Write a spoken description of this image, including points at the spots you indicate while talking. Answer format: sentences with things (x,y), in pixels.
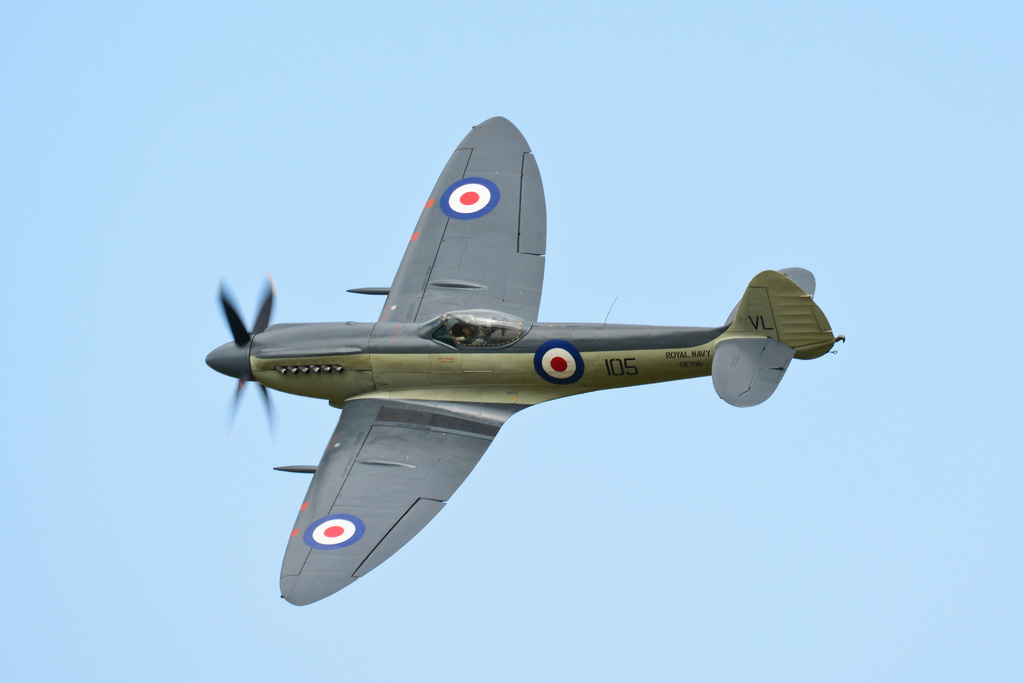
In this picture we can see an airplane (399,477) flying in the sky (612,286).
